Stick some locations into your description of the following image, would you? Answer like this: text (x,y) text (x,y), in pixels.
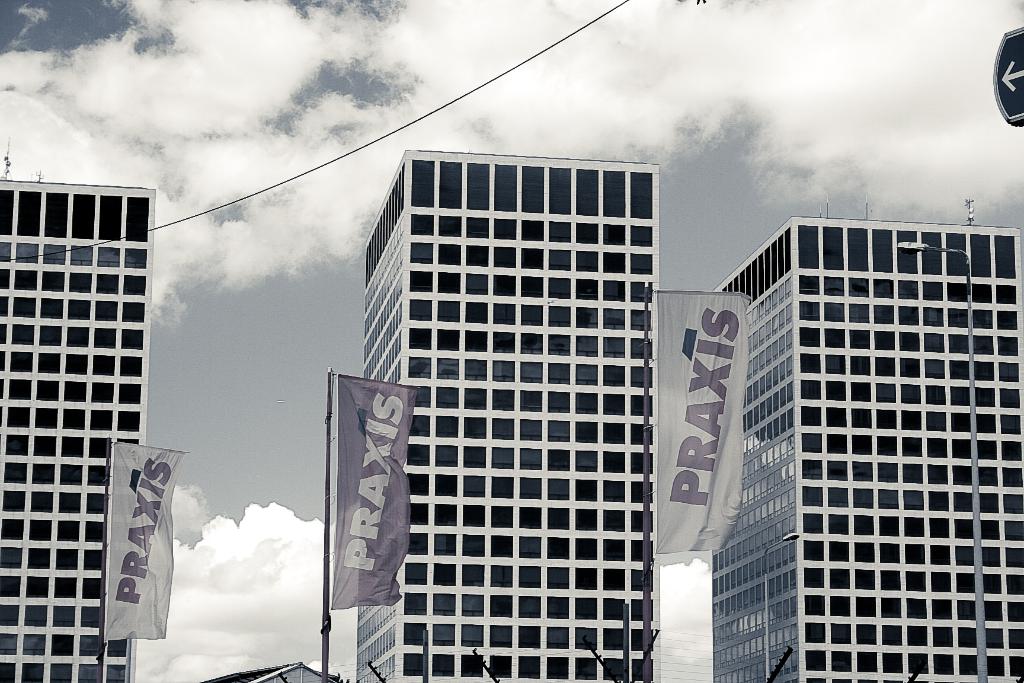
In this image, we can see buildings (485,545), flags (697,340), wires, poles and a signboard (1017,101). At the top (245,39), there are clouds (534,96) in the sky (305,97).
